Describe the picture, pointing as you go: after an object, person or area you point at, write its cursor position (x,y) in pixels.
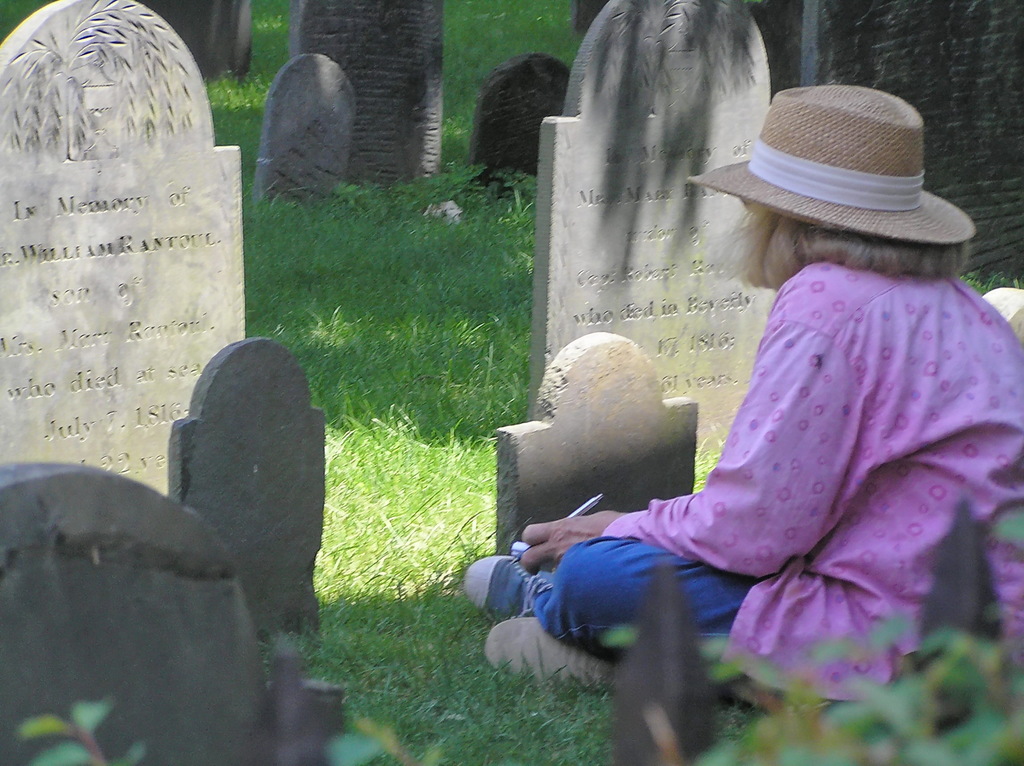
In this image I can see the cemetery (414,360) in which I can see some grass (396,336) and few tombstones (184,336) which are ash in color. I can see a person (943,390) wearing pink and blue colored dress (773,503) is sitting on the ground (387,325) and holding an object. I can see few trees (878,698) which are green in color.
